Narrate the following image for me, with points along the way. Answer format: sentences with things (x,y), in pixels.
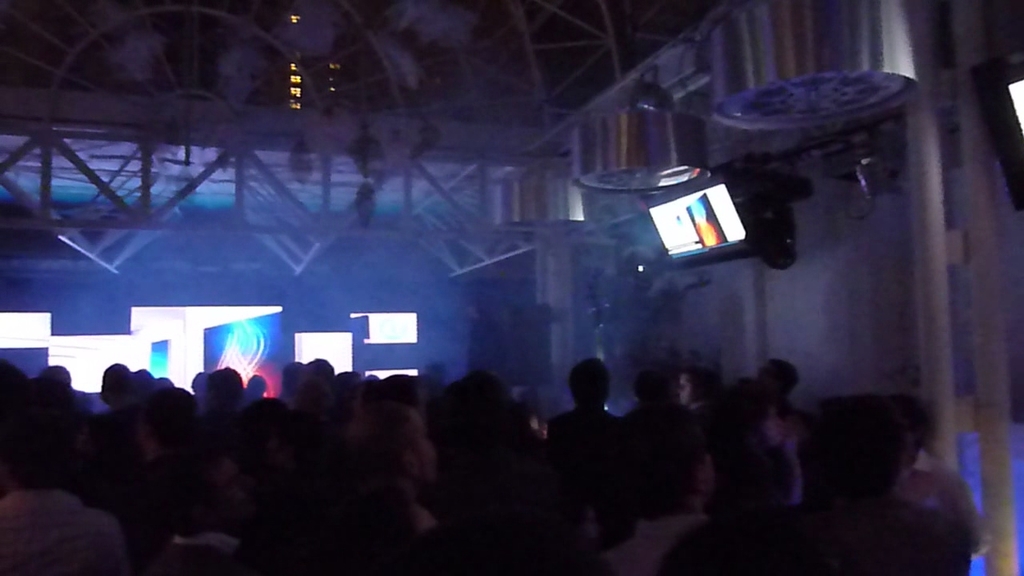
In the image I can see the dark picture of a place where we have some people (494,404) and also I can see a screen (174,349) to the wall (326,318).
